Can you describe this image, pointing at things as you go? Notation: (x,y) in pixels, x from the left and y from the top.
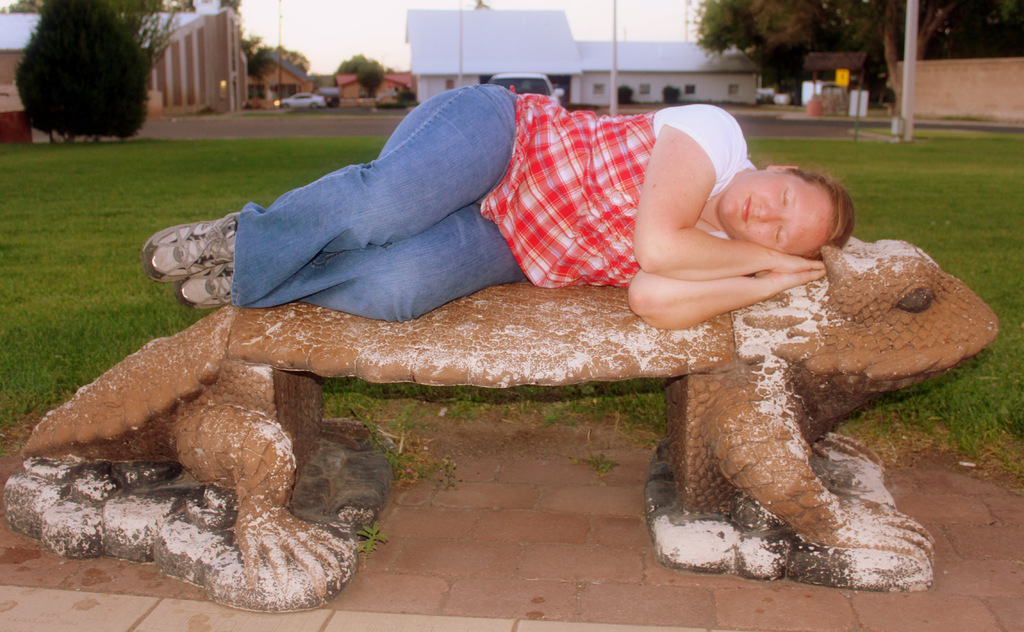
In this picture we can see a woman (635,278) lying on a platform (420,350), grass (102,292), vehicles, trees (268,55), buildings (449,84), poles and in the background (376,27) we can see the sky (510,7).
